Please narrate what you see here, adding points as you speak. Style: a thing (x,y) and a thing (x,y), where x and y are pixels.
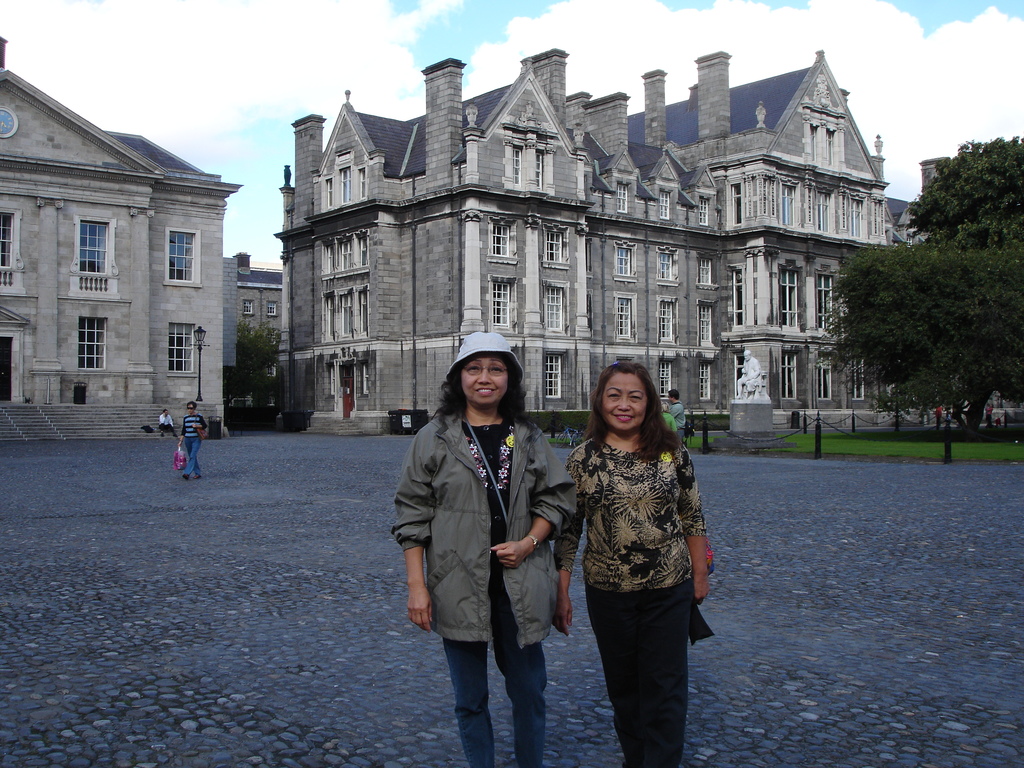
In this image I can see two people (632,536) standing and smiling. Back I can see buildings (478,251), glass windows (503,293), stairs (72,435), white statue (752,372), fencing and trees (937,258). The sky (910,70) is in blue and white color.
